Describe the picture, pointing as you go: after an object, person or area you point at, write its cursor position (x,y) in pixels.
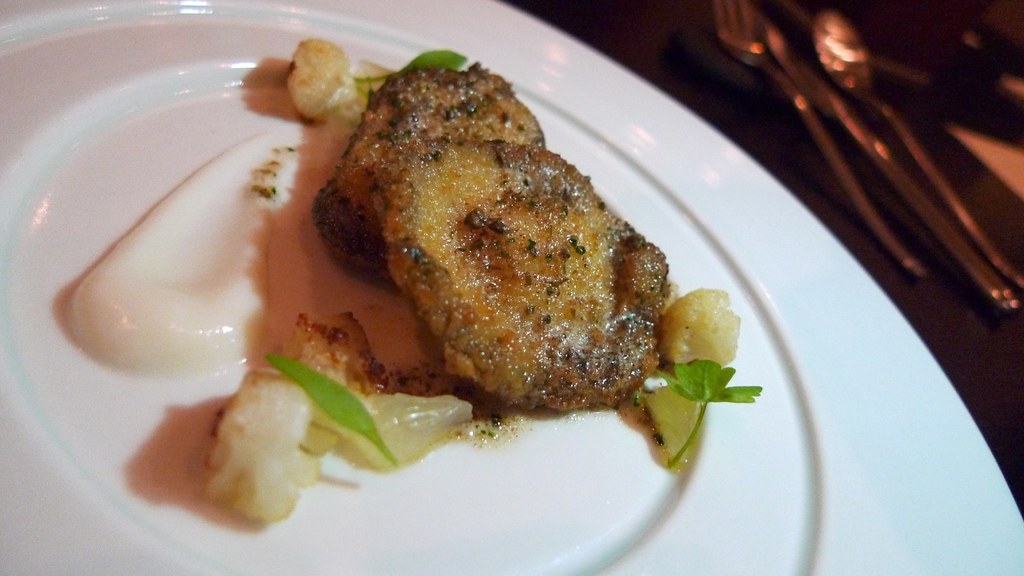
On the right side of the picture (844,107) we can see spoon (903,129), knife (819,93) and fork (745,16) placed on a wooden platform (959,190). In this picture we can see food (374,121) on a plate (416,489).
